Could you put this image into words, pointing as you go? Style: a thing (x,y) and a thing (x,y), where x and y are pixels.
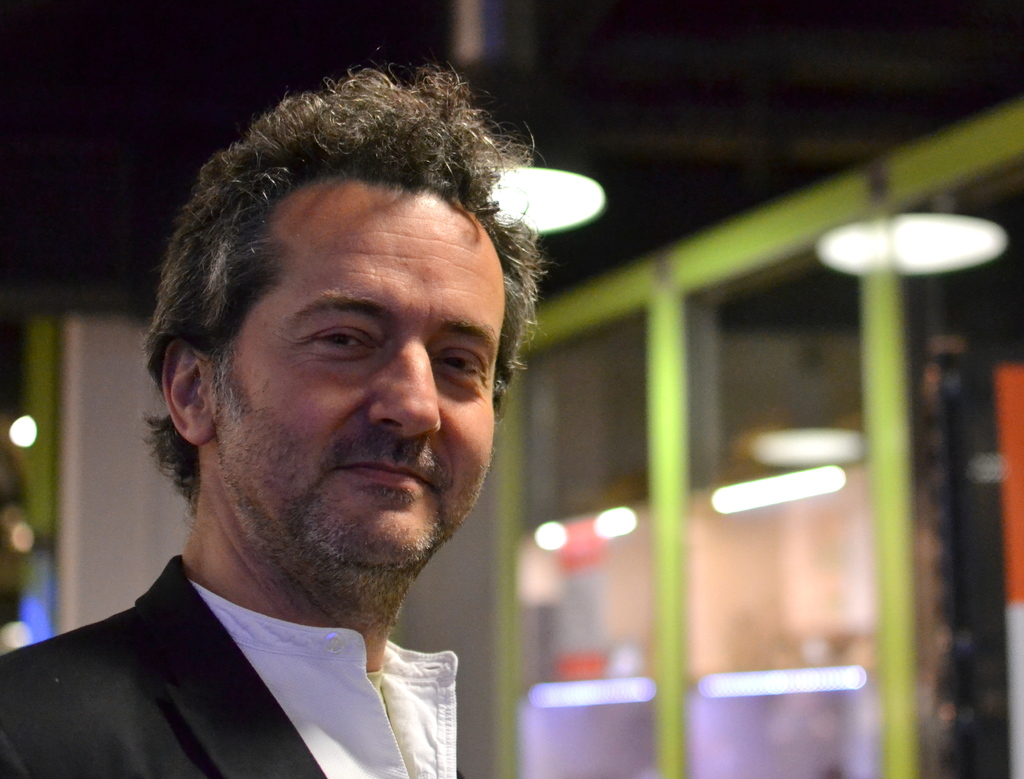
In this image there is a person (311,477), there are lights (544,188), there are glass partitions (768,535).
